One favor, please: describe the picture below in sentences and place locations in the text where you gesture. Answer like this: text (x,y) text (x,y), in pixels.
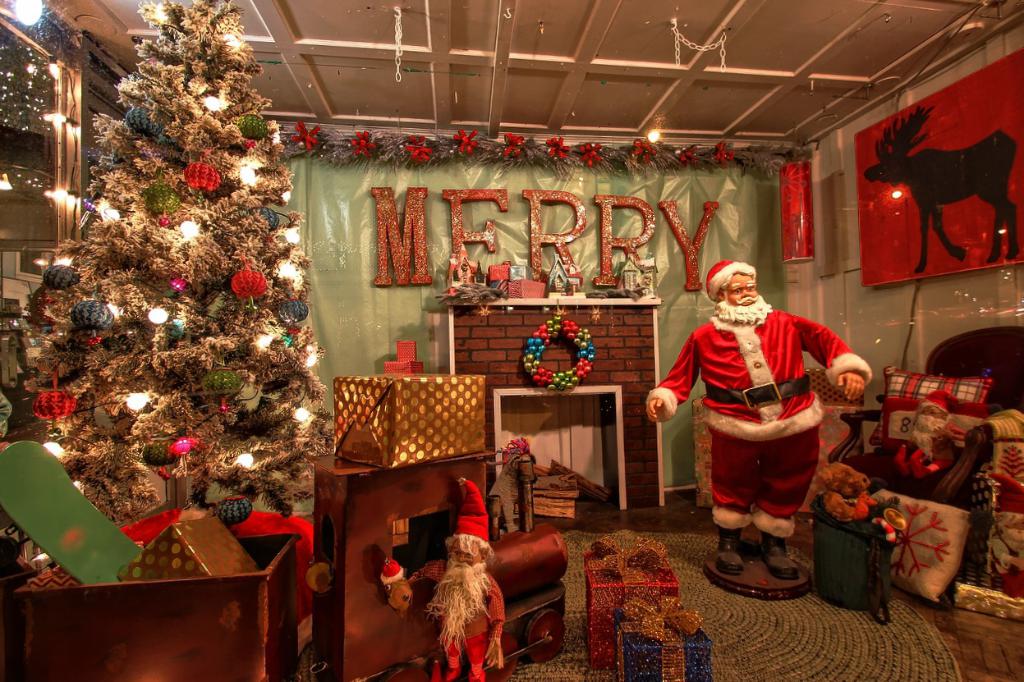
In this image, we can see a christmas tree (149,464) with some decorative items (152,453). At the bottom (321,614), we can see few gift boxes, vehicle (408,616), some toys (474,601). Right side of the image (721,508), we can see a santa claus statue (760,512), Teddy bears (840,477), pillows (929,539), chair (1013,379), few things (1012,505). Background (680,312) there is a banner (680,326), fireplace (482,347), some decorative pieces (456,294) are placed on the shelf (552,301). Here we can see a board (932,175). Top of the image (617,139), there is a roof (563,61) with chains (691,46) and light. At the bottom (801,653), there is a floor mat (863,654) on the floor (971,656).
